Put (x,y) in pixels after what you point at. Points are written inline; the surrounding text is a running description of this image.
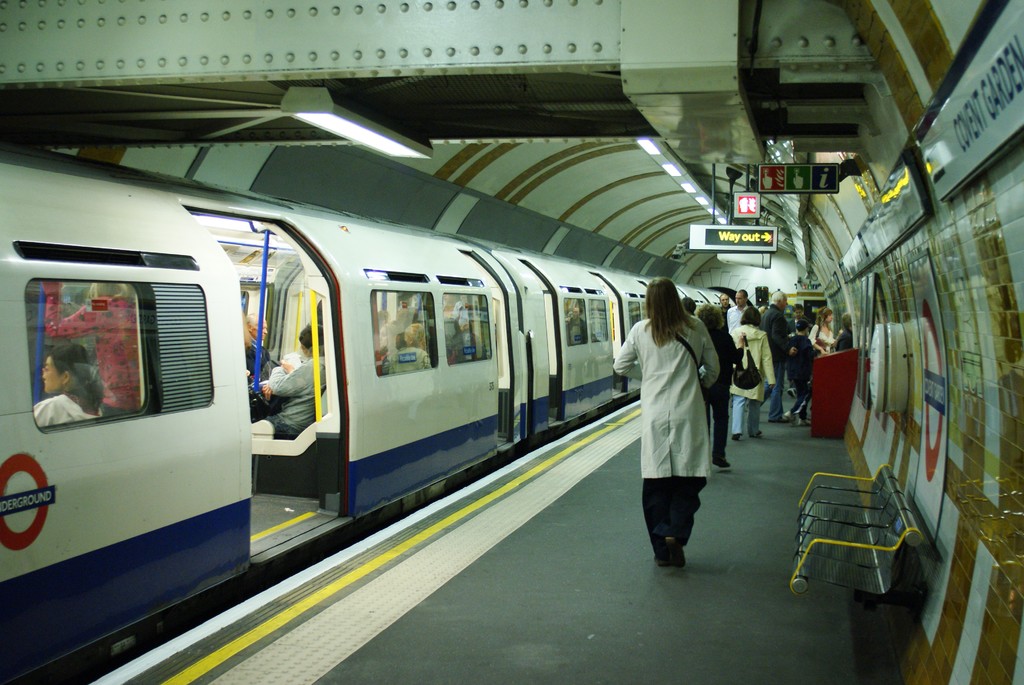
In this picture I can see the platform (551,676) in front (507,652) on which there are number of people (720,345) and I can see a bench (849,504). On the left side of this picture (57,376) I can see train (394,423) and I see people (113,310) inside. On the top of this picture (739,213) I can see the lights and I can see few sign boards (825,166) and I can see a screen (746,230), on which there are words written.
